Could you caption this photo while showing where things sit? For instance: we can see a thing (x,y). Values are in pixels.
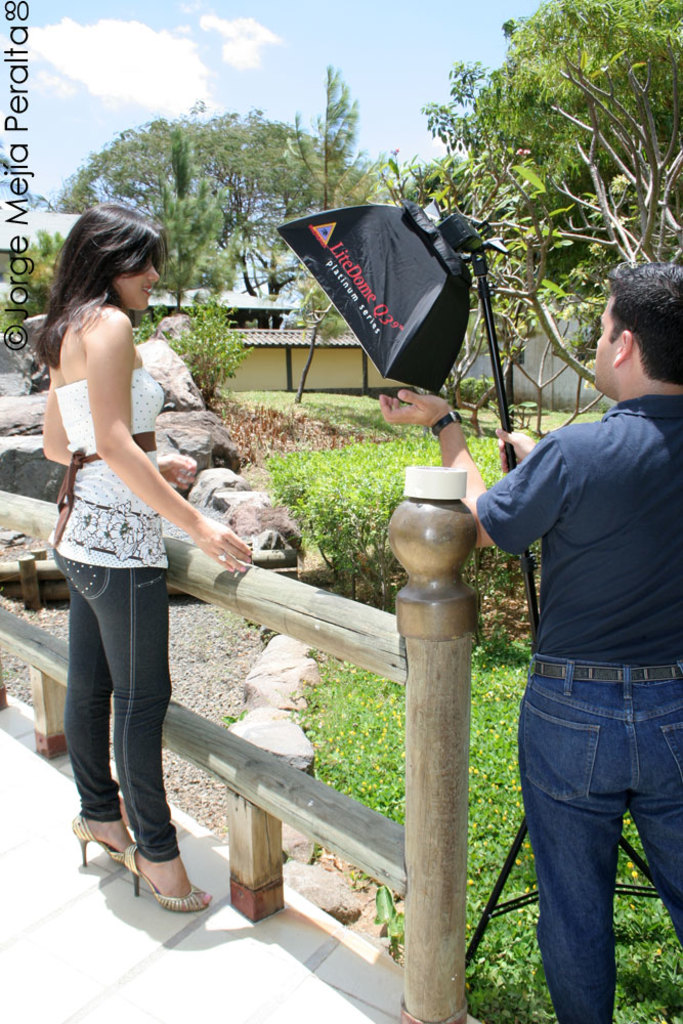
In this image we can see two persons (587,1010) are standing. Here we can see grass (392,728), fence (223,742), rocks (183,492), plants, sheds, wall (528,348), and trees (440,197). In the background (372,105) there is sky (125,66) with clouds (125,86). On the left side of the image (30,8) we can see something is written on it.
